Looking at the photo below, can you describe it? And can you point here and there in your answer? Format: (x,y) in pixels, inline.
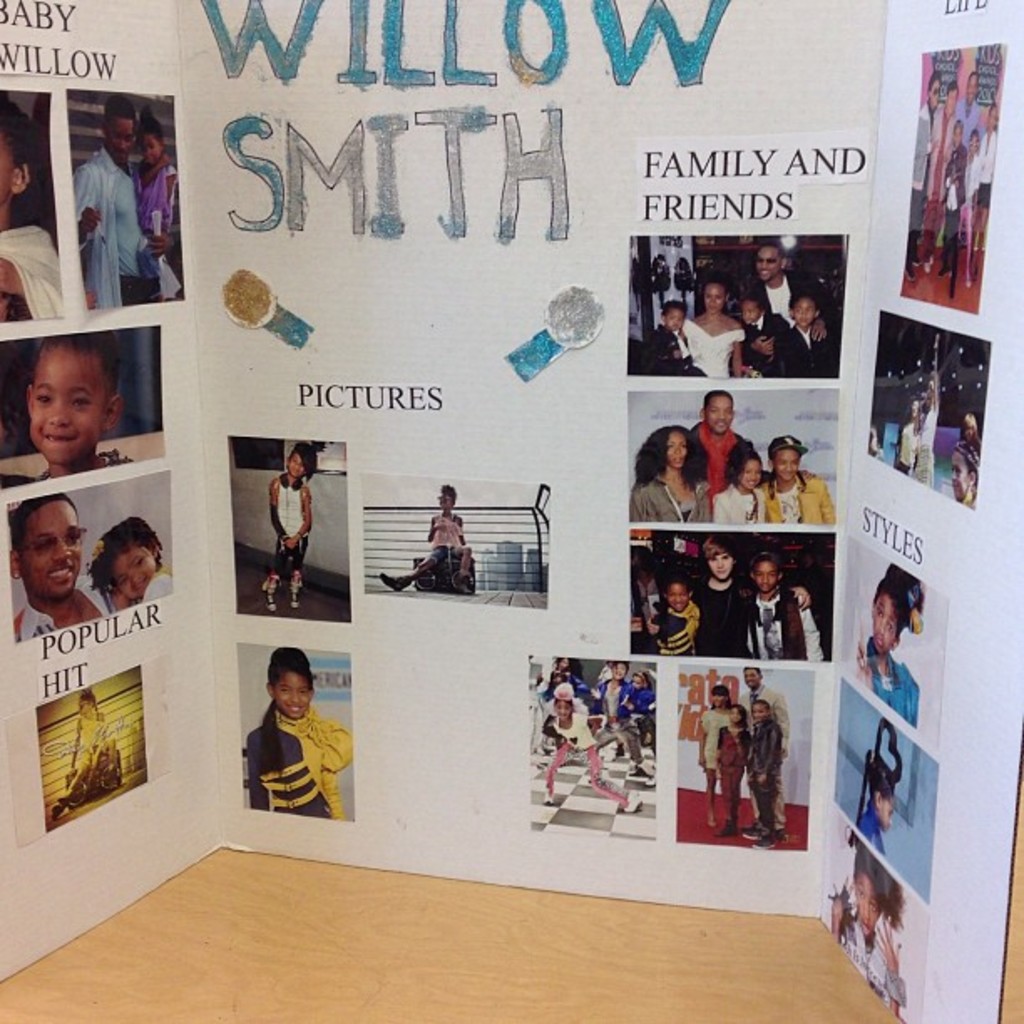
In this picture there is a board (199,295) and there are pictures (73,122) of people (928,238) and there is a text (678,75) on the board (531,219). At the bottom (215,965) there is a wooden floor (452,948).
